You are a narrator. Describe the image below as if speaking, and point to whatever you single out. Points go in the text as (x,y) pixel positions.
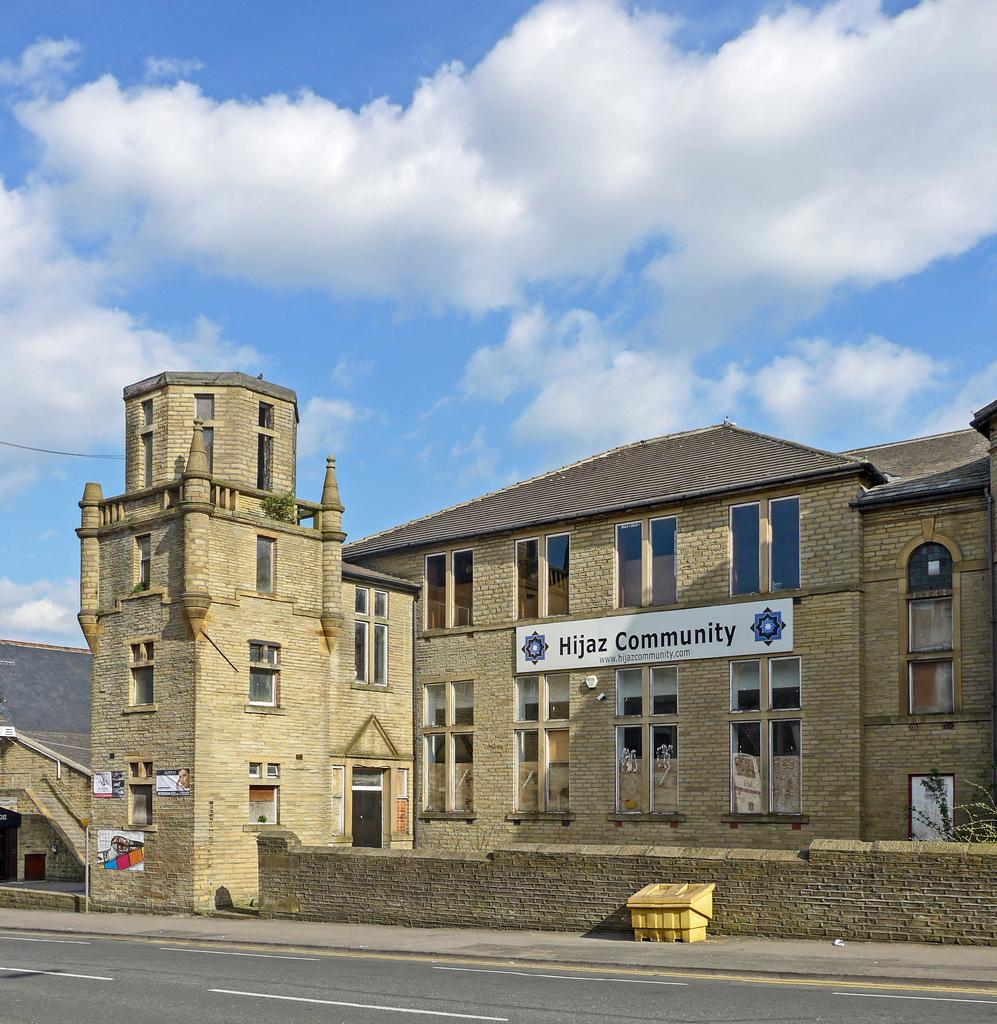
In the center of the image (403,351) we can see the sky (510,295), clouds (510,279), buildings (322,723), windows (449,704), board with some text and a few other objects (803,895).
